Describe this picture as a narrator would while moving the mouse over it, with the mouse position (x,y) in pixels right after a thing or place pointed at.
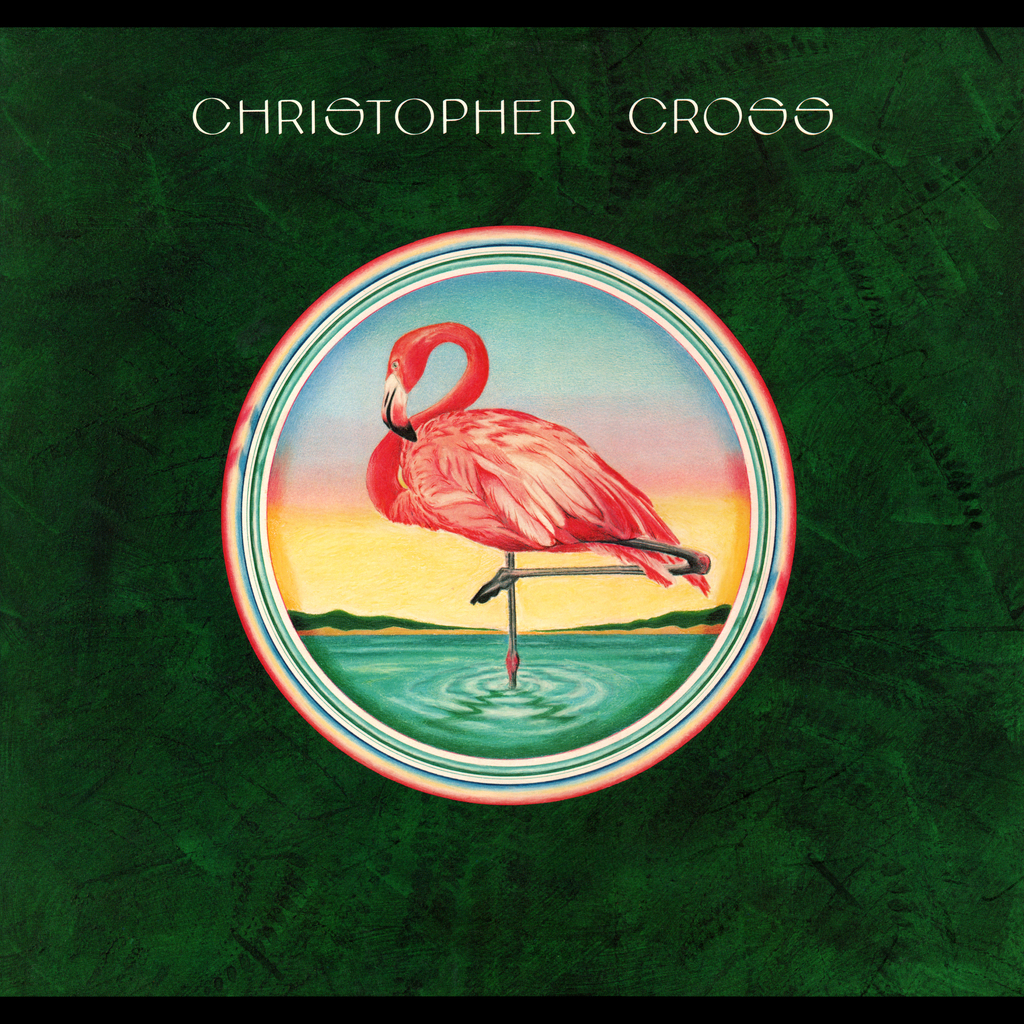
In this image I can see the green color poster (154,718). On the poster (199,462) I can see the bird (452,476) which is in white and red color and it is in the water (489,659). In the back (530,628) I can see tree (355,615) and the sky (373,426). I can also see the Christopher cross text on the poster (719,222).
